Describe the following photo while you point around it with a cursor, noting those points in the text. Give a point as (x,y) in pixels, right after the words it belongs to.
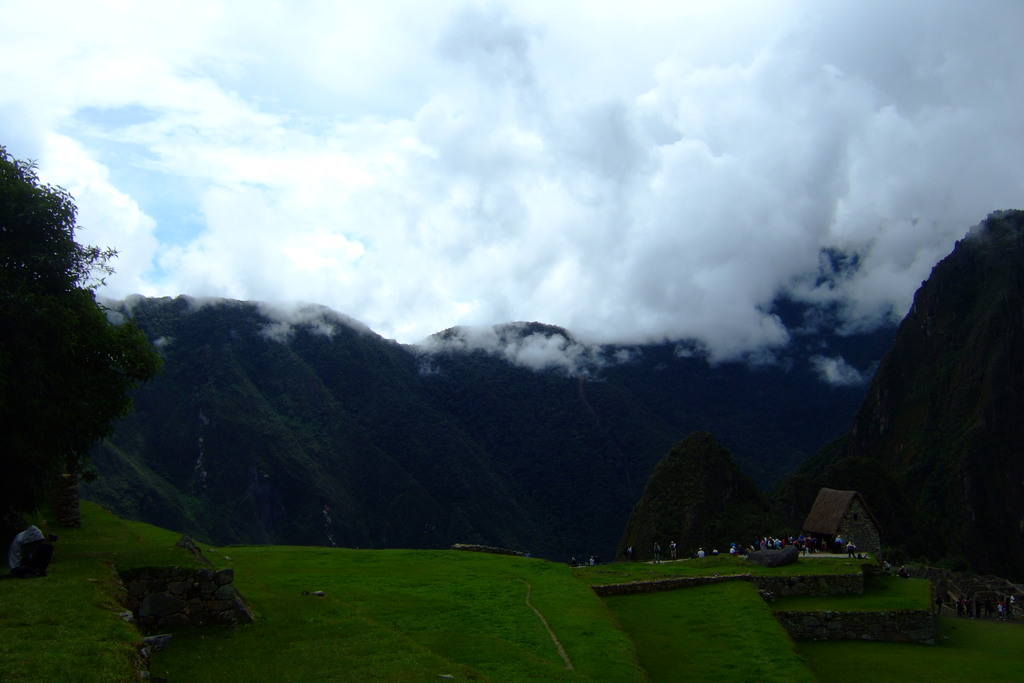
In this picture we can see a few people (856,547) on the path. Some grass (261,628) is visible on the ground (295,562). There is a tree (51,501) on the left side (19,489). We can see rocks (925,574) and a house (872,517) on the right side (853,502). Sky (133,171) is cloudy.
